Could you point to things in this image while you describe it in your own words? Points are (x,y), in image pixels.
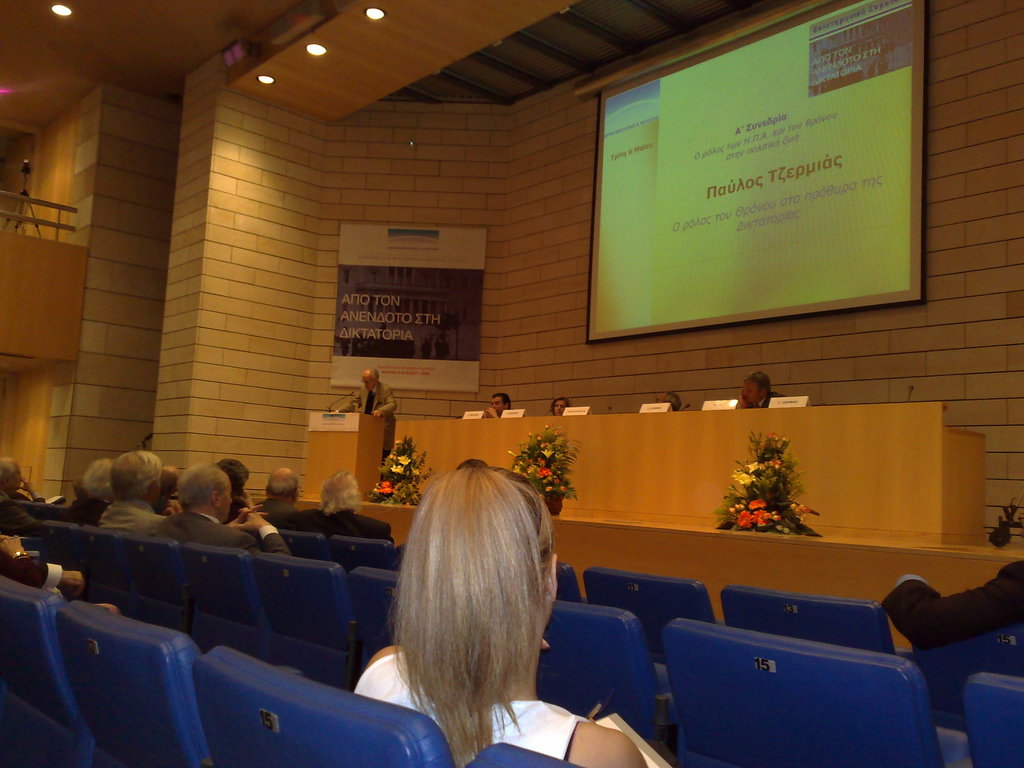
On the left side (216,491), there are persons (186,491) in different color dresses (17,516) sitting on the blue color chairs (985,696) which are arranged on a floor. In the background (488,413), there are persons (747,401) sitting in front of a table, on which there are name boards (715,403) arranged, beside them, there is a person (388,398) standing in front of a stand (325,413), there is a banner (353,382) attached to the wall (334,401), there is a screen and there are lights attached to the roof (334,35).
